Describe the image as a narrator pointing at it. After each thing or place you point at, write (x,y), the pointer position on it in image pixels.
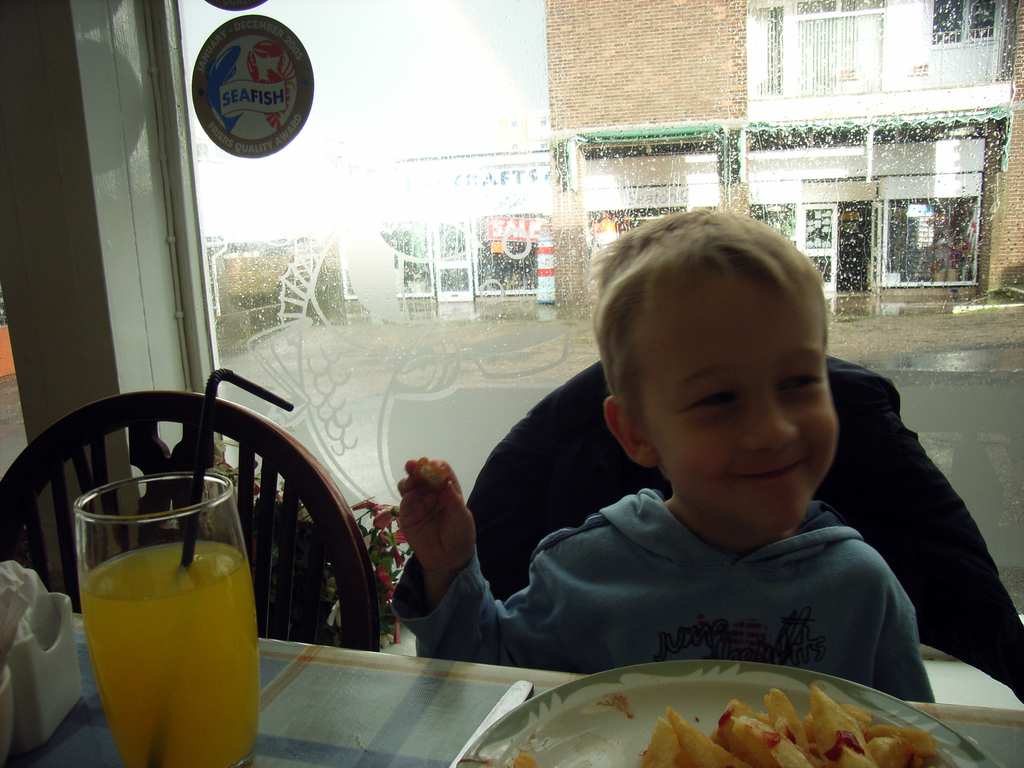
In this picture I can see a boy (770,503) sitting on the chair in front of a table (445,744). On the table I can see glass (152,630), food items (724,724) on plate (589,739) and other objects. In the background (591,163) I can see a glass wall (555,169) and buildings (630,153).
